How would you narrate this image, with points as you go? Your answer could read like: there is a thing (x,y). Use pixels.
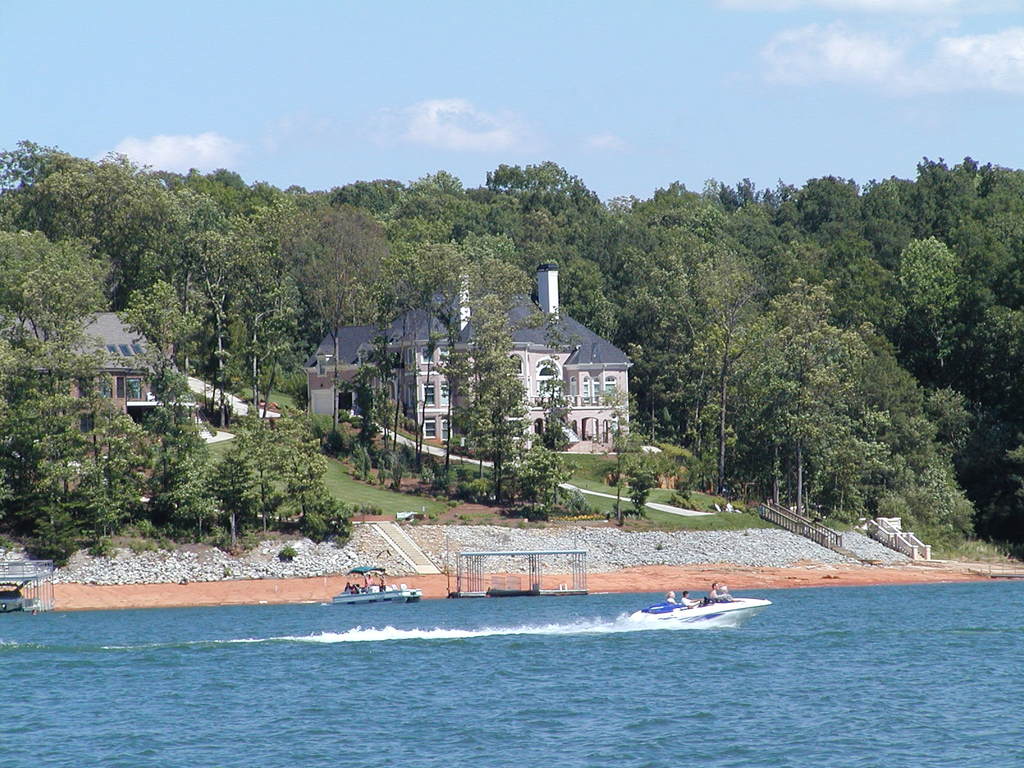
As we can see in the image there is water (401,648), boat (382,601), stones (340,575), grass (711,521), trees (319,460), buildings (440,395), sky (549,108) and clouds (799,62).
